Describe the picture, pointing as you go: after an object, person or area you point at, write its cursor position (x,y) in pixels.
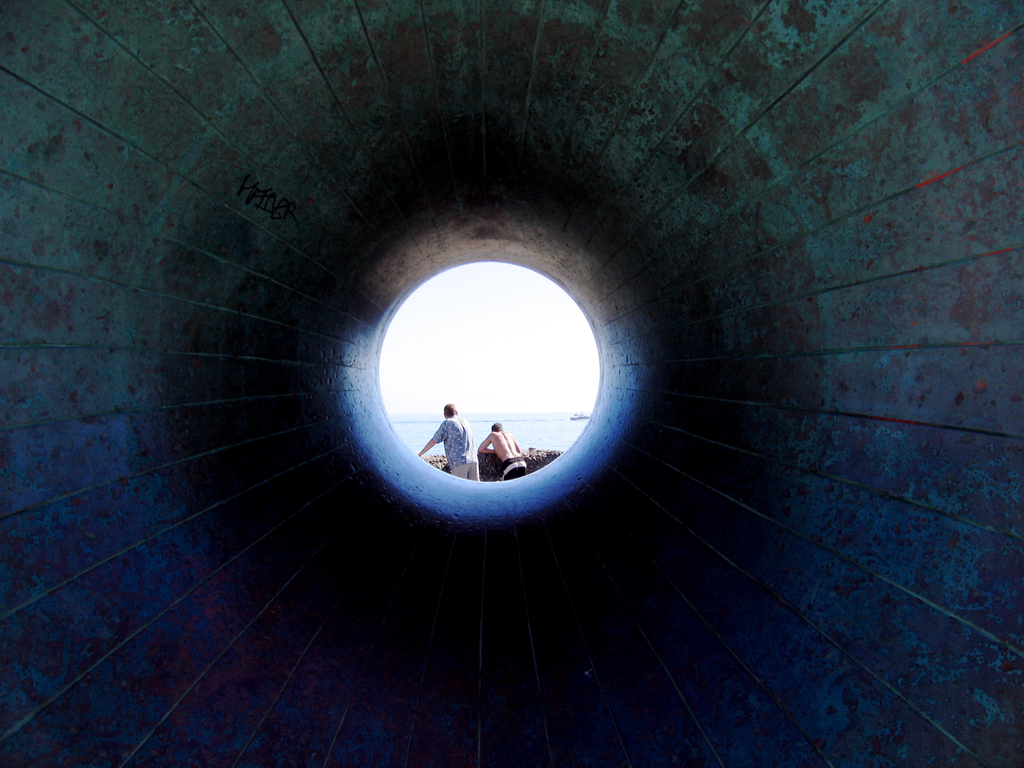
In this image I can see two people (522,469) standing. I can see water (567,432) and ship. The sky (499,320) is in white color. In front (139,177) I can see inner part (381,335) of the pipe (504,249).
